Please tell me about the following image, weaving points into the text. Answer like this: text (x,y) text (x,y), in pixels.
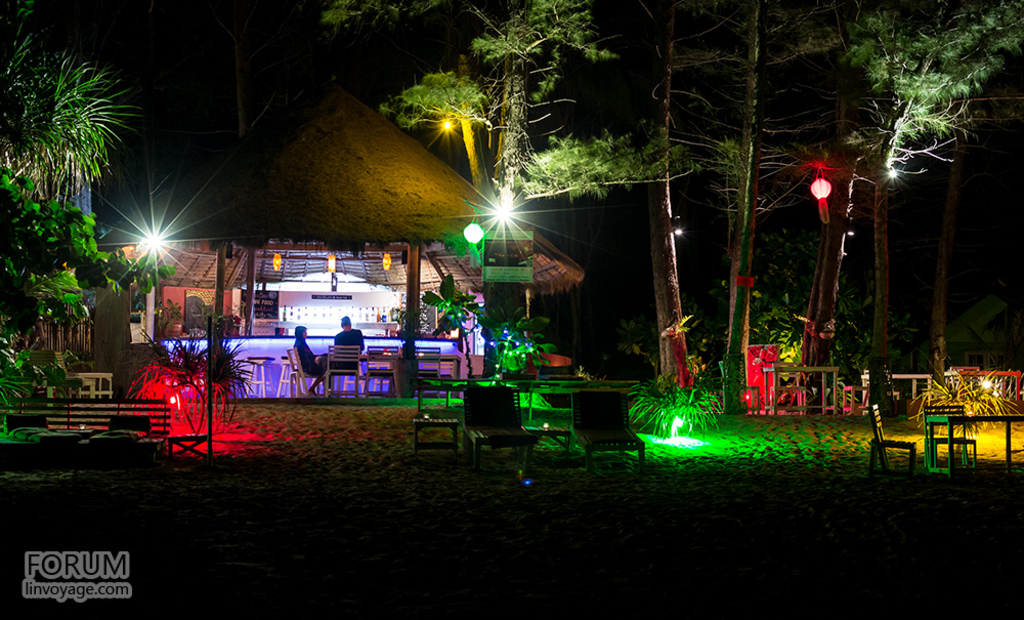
In this picture there is a restaurant (379,379) on the seaside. Behind there is a tent house (430,221) with white color chairs (390,370) and two person (339,338) sitting on it. In the front (484,407) there is a relaxing chair (488,432) with some colorful spotlight (682,429). Behind there are some trees (508,134).
